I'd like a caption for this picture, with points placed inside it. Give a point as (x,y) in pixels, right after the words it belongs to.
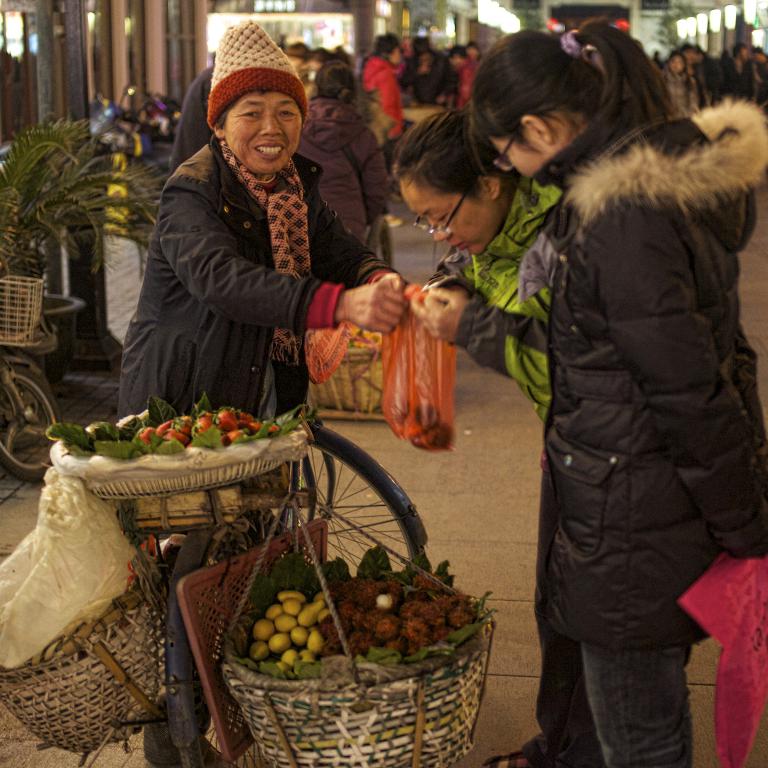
In the center of the image (284,367) we can see two people (498,240) standing and holding a cover (427,354), next to them there is a lady (628,164) standing. At the bottom (269,523) there is a bicycle (269,537) and we can see baskets (372,691) containing fruits (255,627) placed on the bicycle (189,581). In the background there are people (424,101). On the left (52,197) there is a plant (46,236). There is a vehicle (34,310). We can see lights (500,14).
